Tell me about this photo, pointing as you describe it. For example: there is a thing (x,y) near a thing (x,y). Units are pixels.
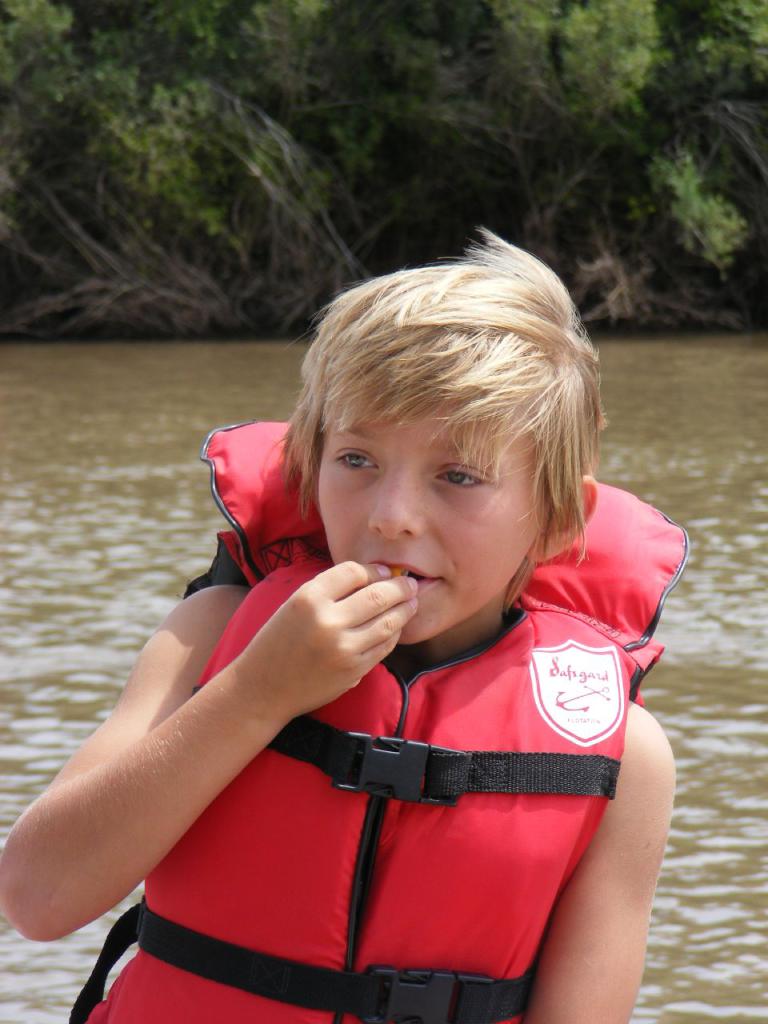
In this image we can see a child (399,709) wearing a jacket (404,718). On the backside (128,419) we can see a water body (128,434) and a group of plants (130,166).
